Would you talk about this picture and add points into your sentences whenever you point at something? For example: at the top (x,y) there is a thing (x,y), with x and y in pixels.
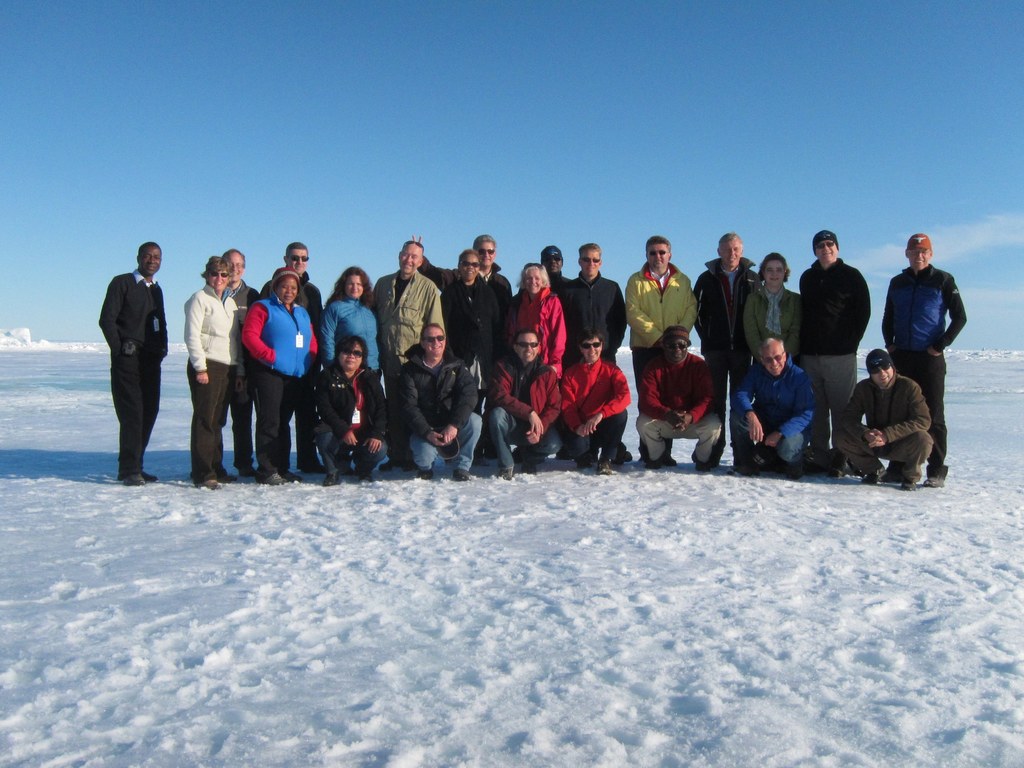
In this image we can see a group of people (438,381) standing on the snow (571,633). One woman (296,317) wearing a blue coat (288,319) with a cap (281,276). One person (314,301) wearing a black coat (309,288) with goggles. In the background (978,226), we can see the sky (380,172).
